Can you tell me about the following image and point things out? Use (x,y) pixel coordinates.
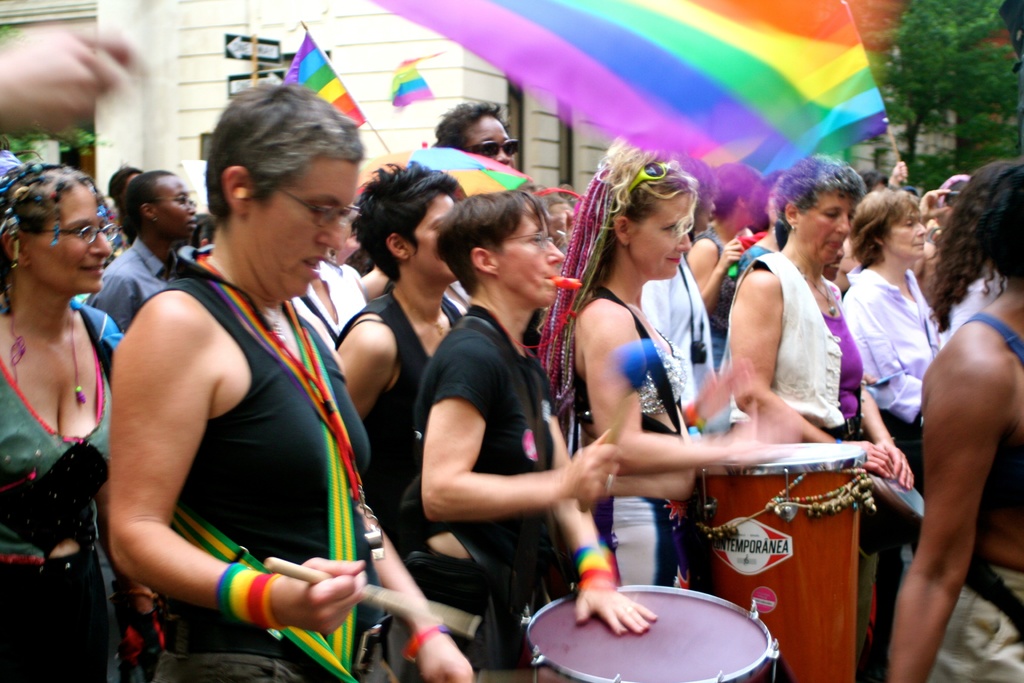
In this image I see group of people (545,441) among them few are playing drums (719,500) and few are holding flags (719,150) in their hand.
